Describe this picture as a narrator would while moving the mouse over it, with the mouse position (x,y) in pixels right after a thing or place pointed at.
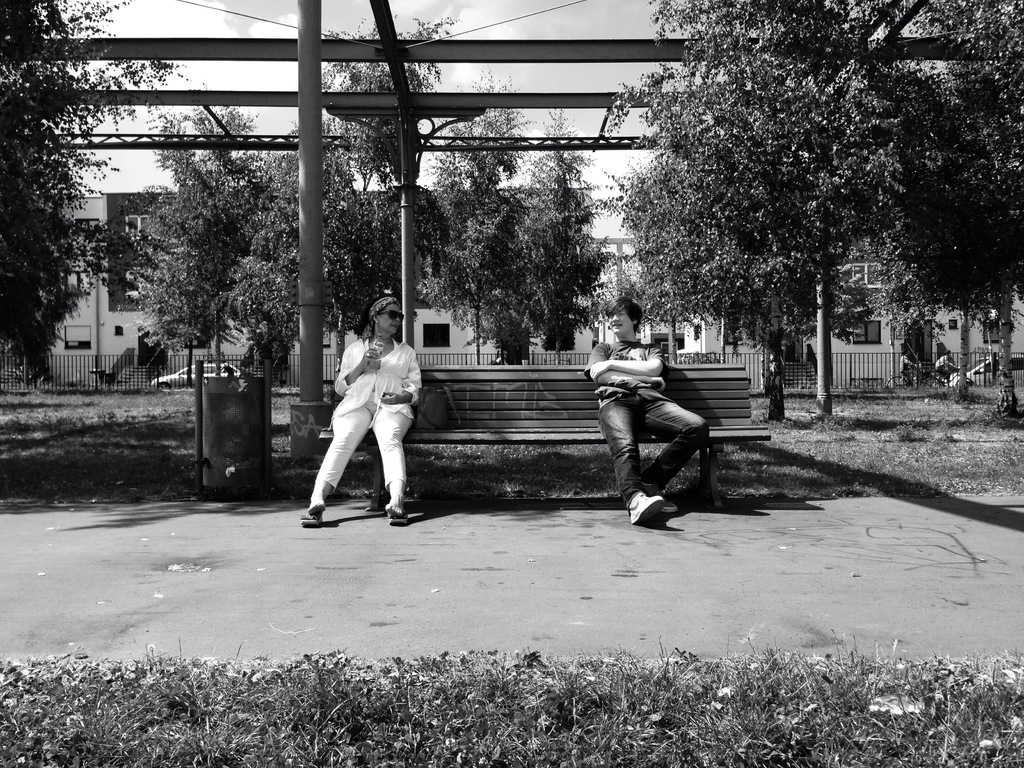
In this image we can see black and white picture of two persons (619,373) sitting on the bench (421,371). One woman (382,370) is holding a drink (379,351) in her hand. To the left side of the image (240,447) we can see a trash bin (221,429). In the foreground (975,724) we can see the grass (511,703). In the background (972,379), we can see two persons (949,378) riding bicycles (932,378), some vehicles (185,377) parked on the ground (826,431), metal fence (2,370), a group of trees (218,337), poles (315,84), metal frame (170,137) and the cloudy sky (243,24).
